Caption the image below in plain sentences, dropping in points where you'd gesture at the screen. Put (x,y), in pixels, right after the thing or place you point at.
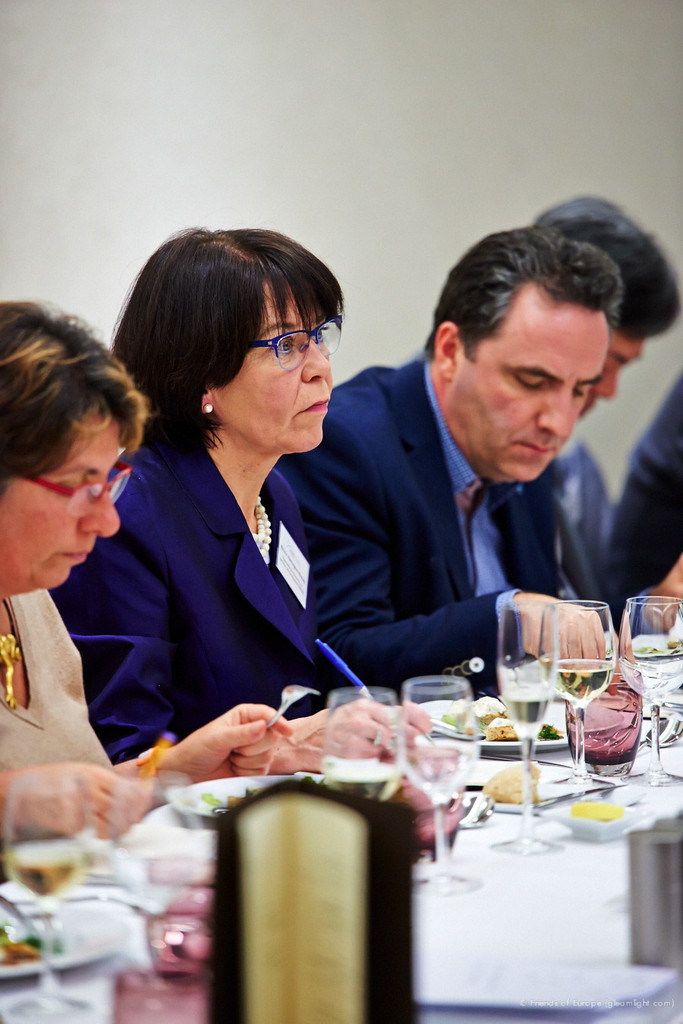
In this image I can see in there is a group of people (416,562) who are sitting on a chair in front of a table (105,859) and eating food (520,771). On the table (548,753) I can see there are few glasses (558,690), plate (558,745) and other objects (660,853) on it.
